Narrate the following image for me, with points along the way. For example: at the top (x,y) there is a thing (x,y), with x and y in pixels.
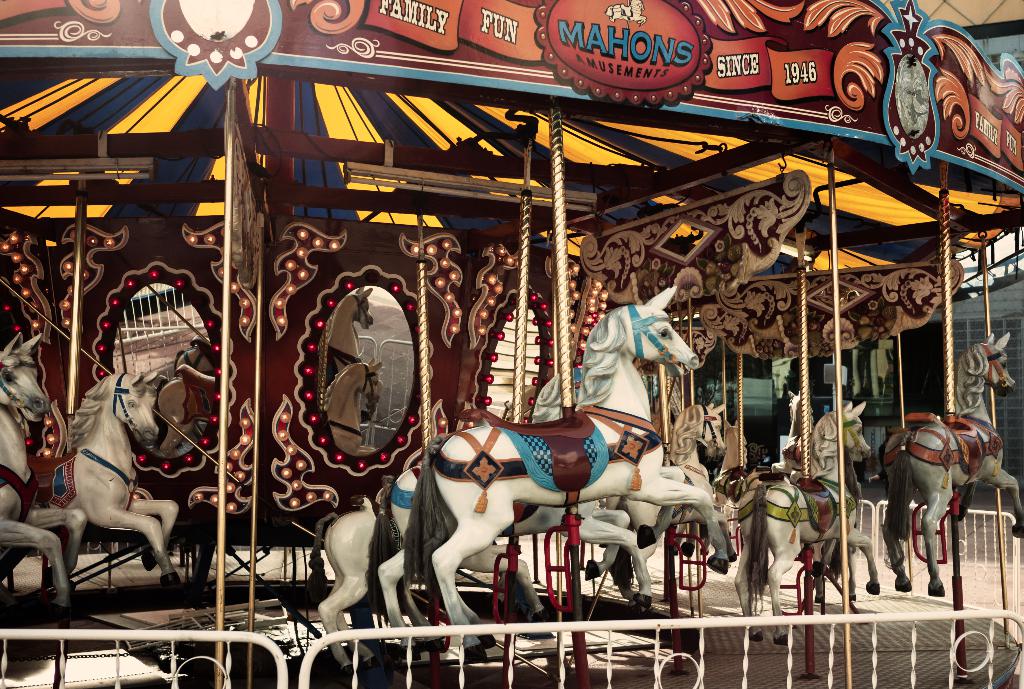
In this image I can see few toy horses (689,409) and mirrors (170,329). In front (972,643) I can see a white color fencing (833,649). It is a colorful ride (893,663).
